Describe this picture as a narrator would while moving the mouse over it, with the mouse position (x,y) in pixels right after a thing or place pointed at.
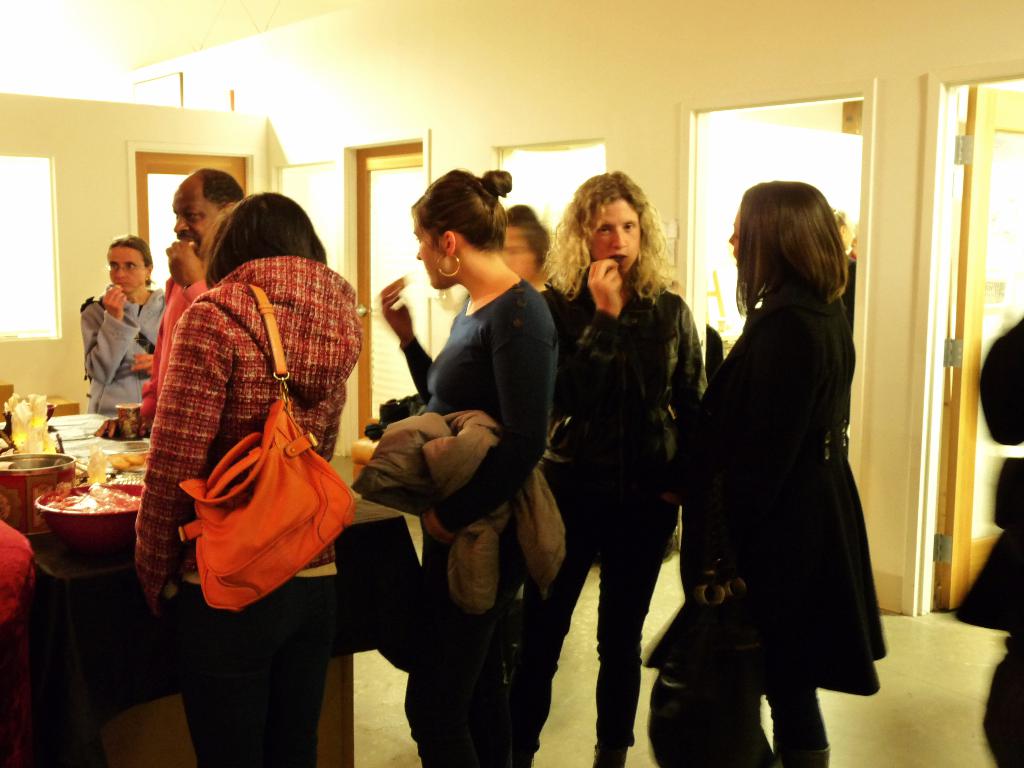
In this image there are a group of people (552,610) standing together, in front of them there is a table (83,621) served with so many food items (25,510), behind them there are door (364,390) on the wall (893,40).
